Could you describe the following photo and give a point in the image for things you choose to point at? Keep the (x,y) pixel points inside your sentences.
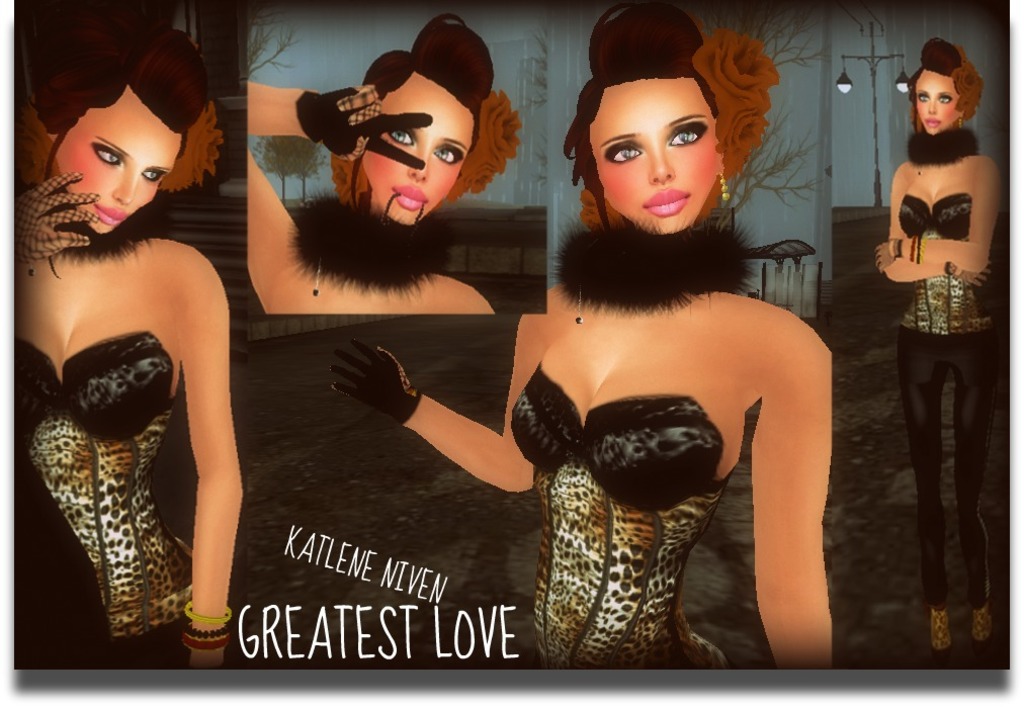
This is a drawing in this drawing there are different gestures of a lady (725,257), in this drawing it is written as the greatest love.
